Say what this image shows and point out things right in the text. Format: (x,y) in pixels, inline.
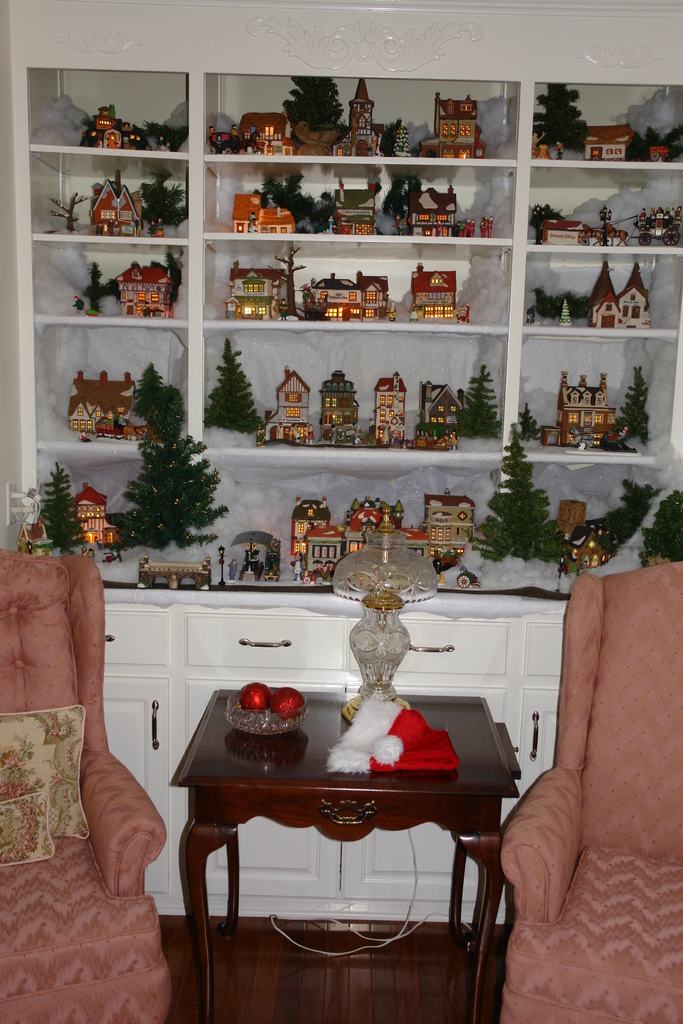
This image is taken inside a room (10,815). There are two chairs (136,927). There is a table (212,988). At the background of the image (65,386) there is a shelf (565,59) and there are many objects (125,195) in it.
